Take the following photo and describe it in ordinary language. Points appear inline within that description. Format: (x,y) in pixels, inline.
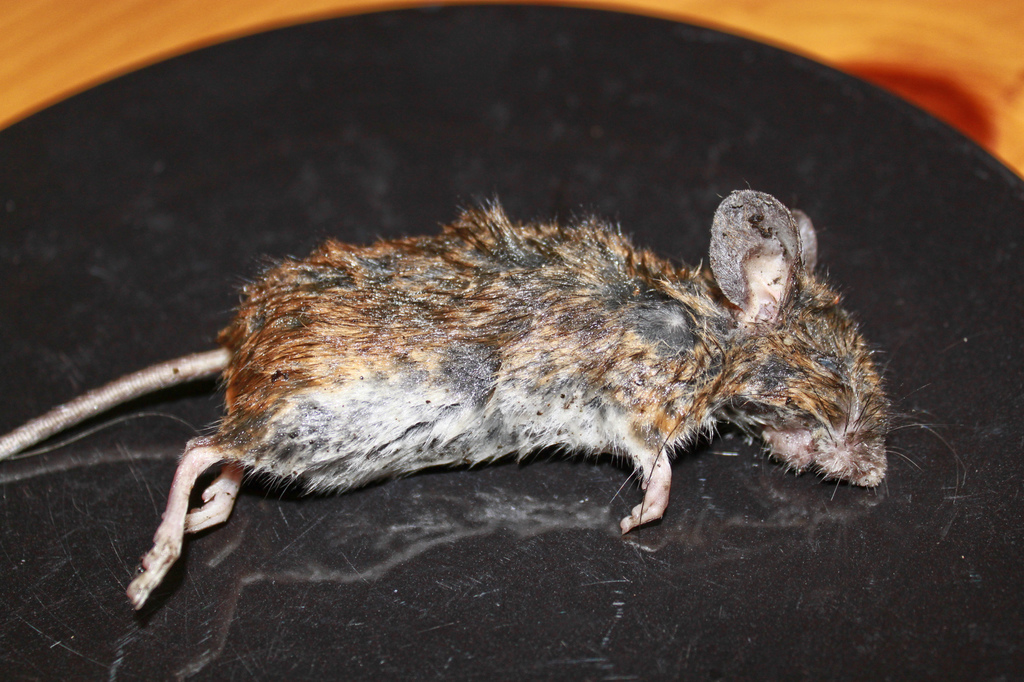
In this picture we observe a mouse (327,352) in the center of the image (400,346), which is dead.
